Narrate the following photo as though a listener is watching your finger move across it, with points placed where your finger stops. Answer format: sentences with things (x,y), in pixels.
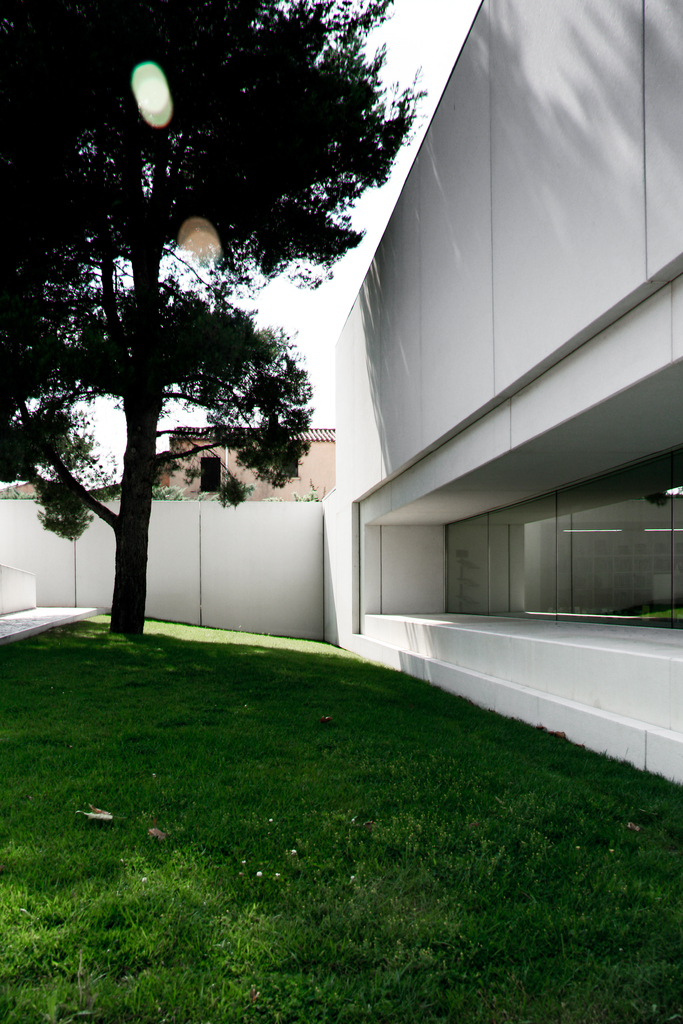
In this image I can see grass (167,826) and a white building (386,613) on the right (508,606). There is a tree (141,620), wall (160,613) and building (302,479) at the back (255,477). There is sky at the top (169,277).
